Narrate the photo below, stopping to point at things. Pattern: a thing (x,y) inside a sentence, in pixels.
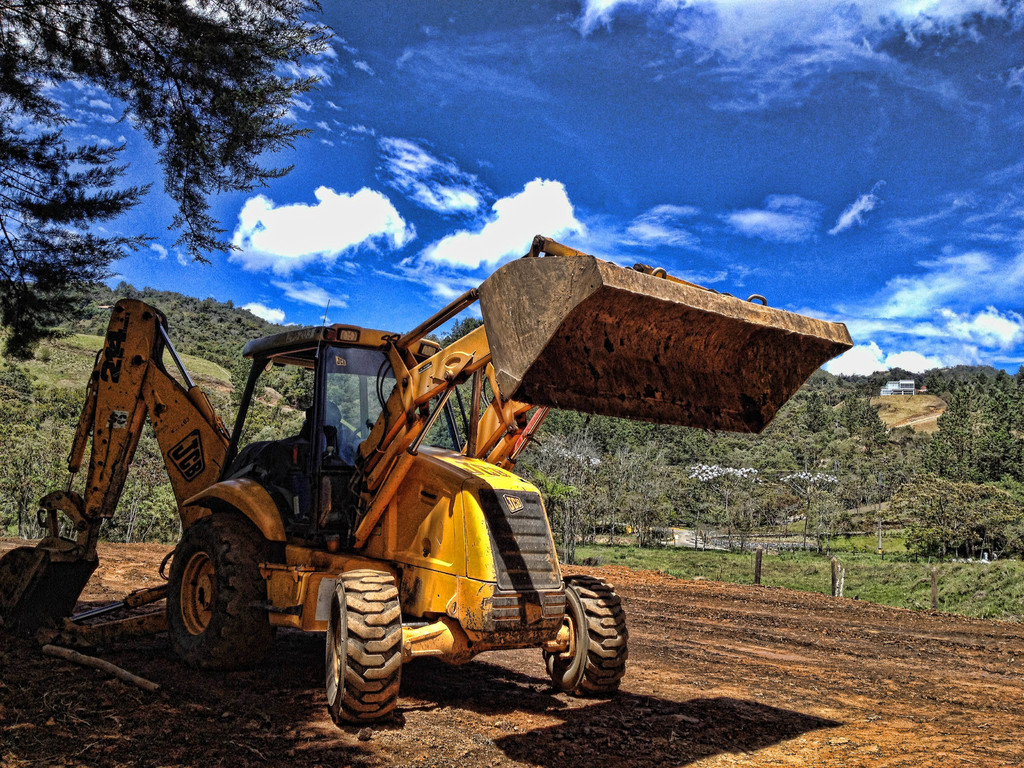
In this image there is the sky (603,150) towards the top of the image (676,152), there are clouds (295,228) in the sky (587,173), there are plants (200,322), there are trees (77,314), there is grass (856,593), there is a building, there is ground (428,724) towards the bottom of the image (871,689), there is a vehicle (219,665) on the ground (481,703).
